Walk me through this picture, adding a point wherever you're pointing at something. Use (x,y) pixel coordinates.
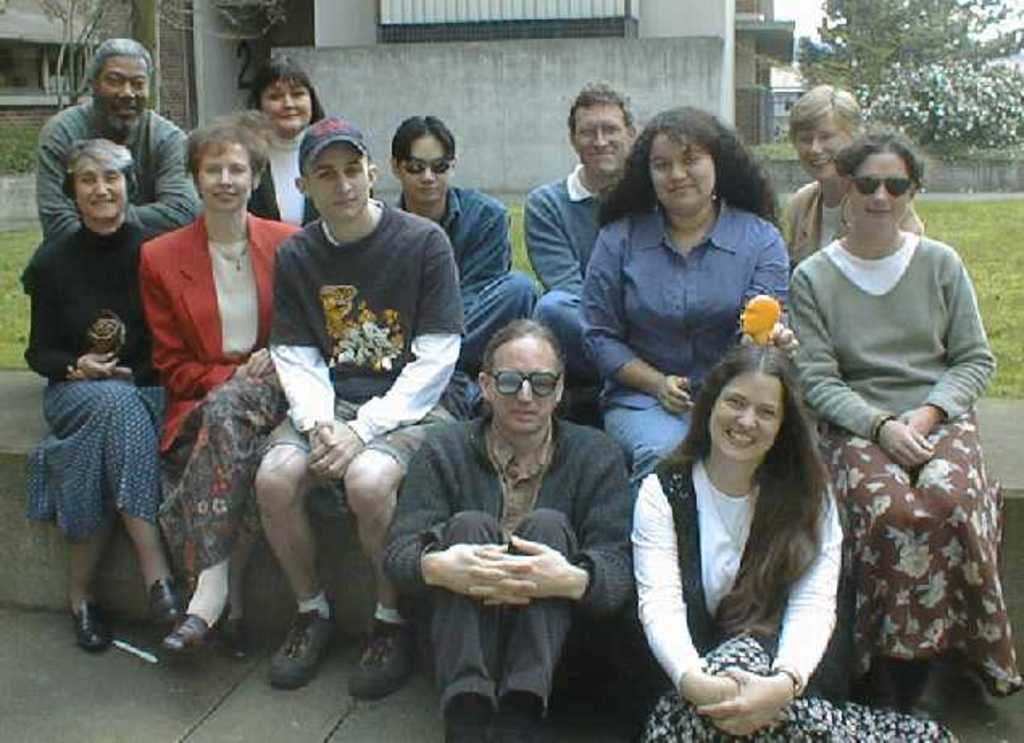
In the foreground of the image (487,347) there are people (355,377) sitting. In the background of the image (893,20) there are houses (738,55), trees (1018,93), grass (956,217). At the bottom of the image (180,713) there is floor (308,722).
